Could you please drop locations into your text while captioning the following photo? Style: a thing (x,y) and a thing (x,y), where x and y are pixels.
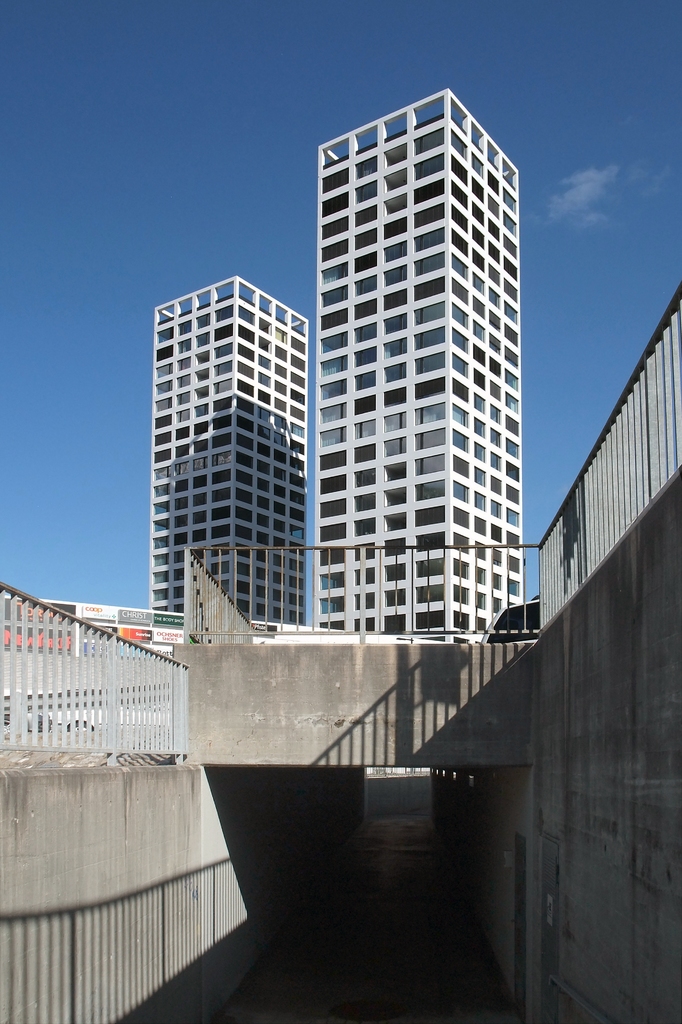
In front of the image there is a tunnel (241,906), on top of the tunnel (286,919) there is a bridge (268,651) with metal rod fence (167,667), behind the fence (148,670) there are buildings (239,459), in the sky (308,363) there are clouds (559,209).
